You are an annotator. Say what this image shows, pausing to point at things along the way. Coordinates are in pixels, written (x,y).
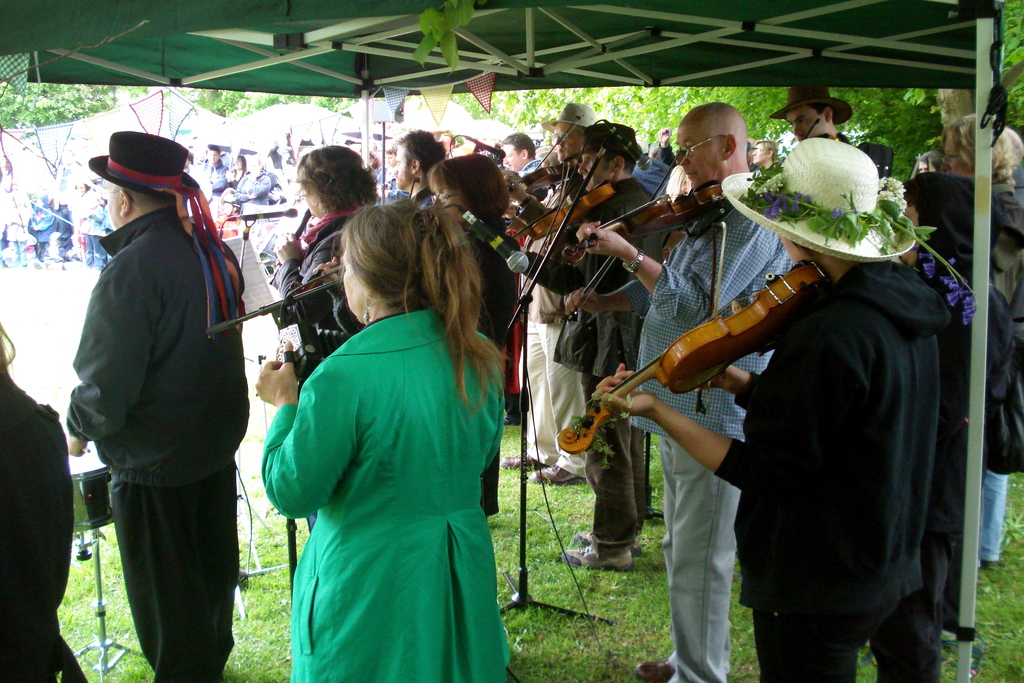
In this picture we can see a group of people (209,326) standing on the grass (248,621), musical instruments (701,383), mics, stands (289,297), decorative flags (391,105), tents (372,77), rods (491,51) and some objects (377,105) and in the background (418,98) we can see trees (681,112).
